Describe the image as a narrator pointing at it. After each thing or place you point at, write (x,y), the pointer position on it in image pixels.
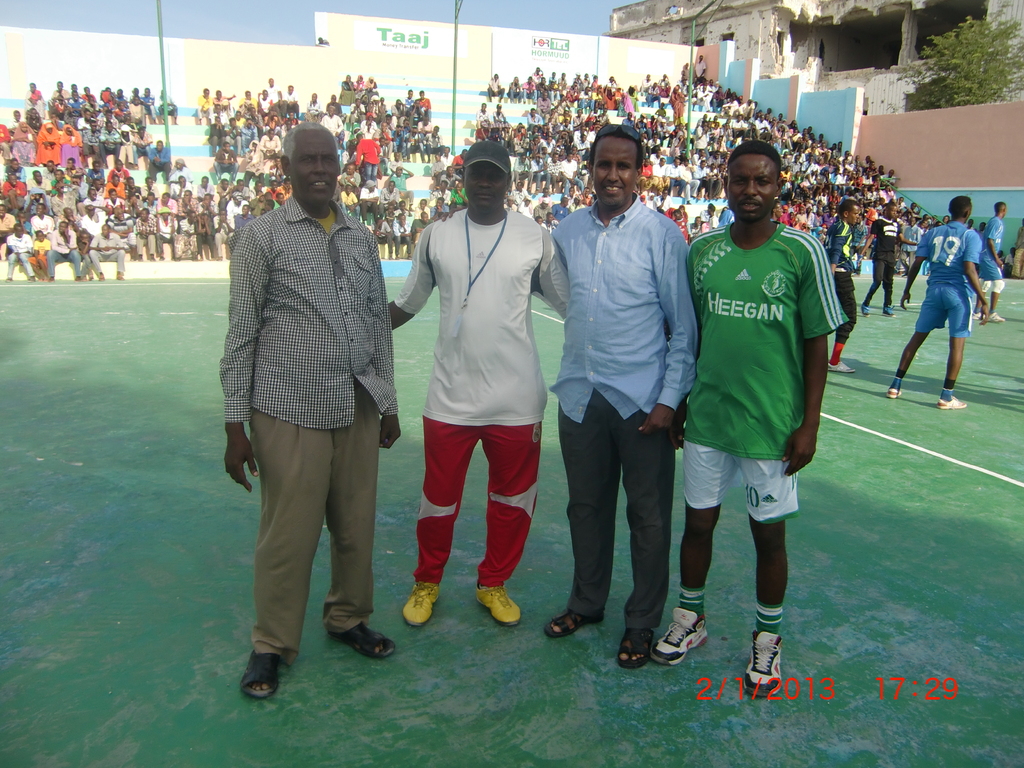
In this image we can see one stadium (240,62), big walls (590,67), one building (1012,16), one tree (959,81) and some text (388,44) on the wall (369,64). So many people (918,223) are sitting and some people (898,248) are standing. At the top (297,23) there is the sky (287,34).
